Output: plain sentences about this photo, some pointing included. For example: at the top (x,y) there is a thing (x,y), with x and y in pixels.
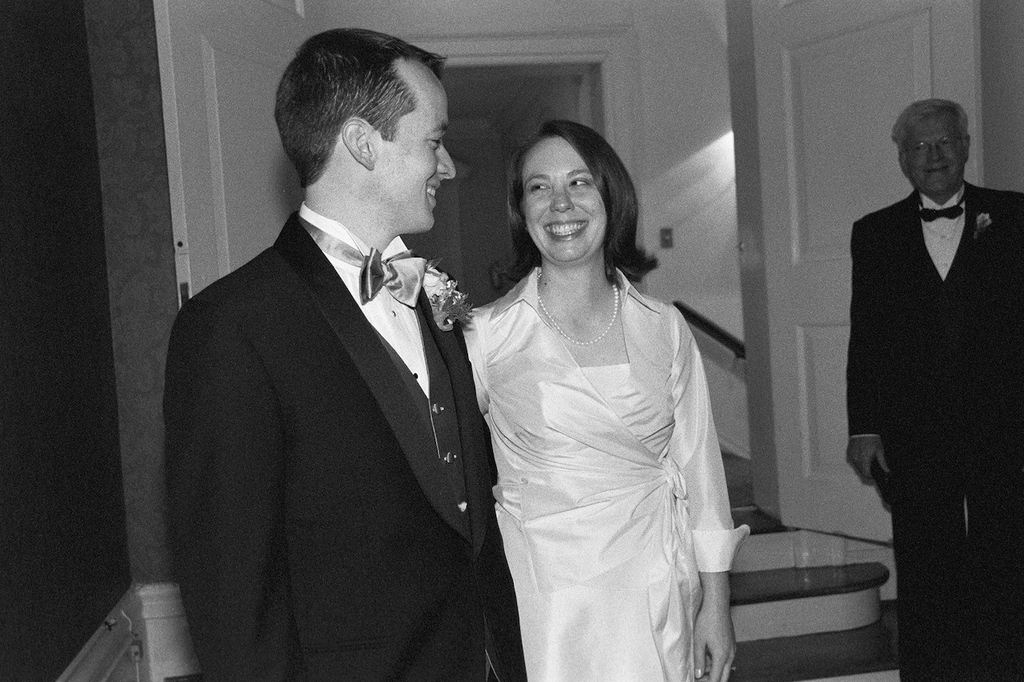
In this picture we can see three people (475,537) and they are smiling and in the background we can see the wall (1000,126) and doors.
